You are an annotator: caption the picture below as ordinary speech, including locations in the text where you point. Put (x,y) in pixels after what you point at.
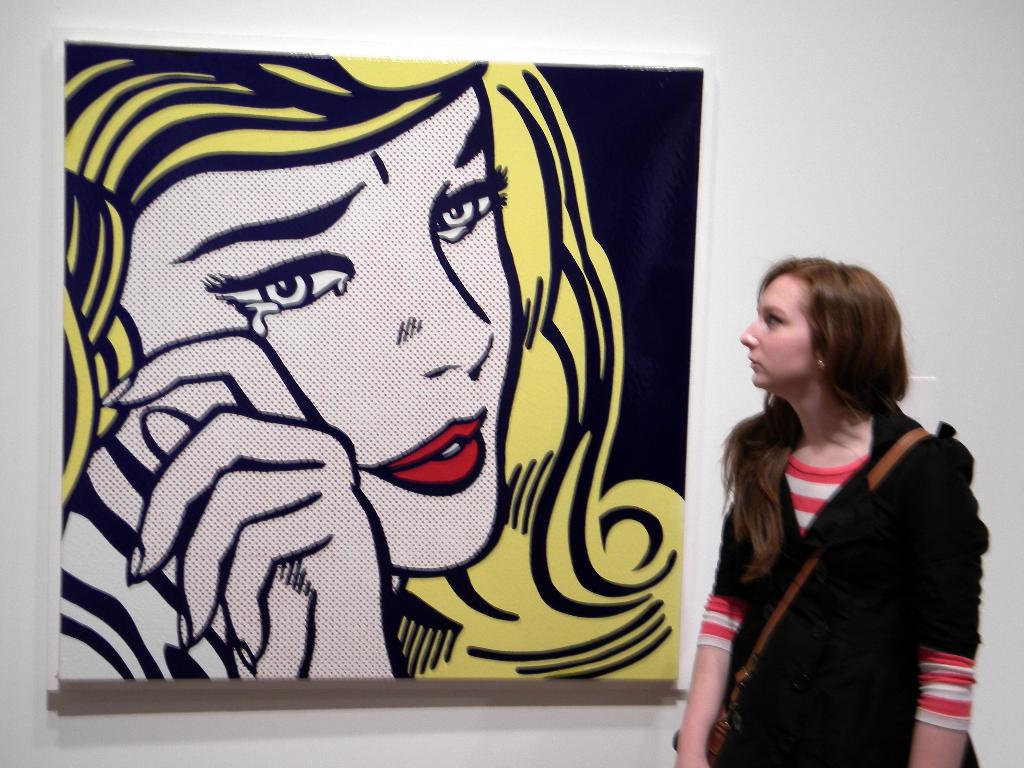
In this image we can see a woman (846,520) wearing a bag (805,574). In the back (791,48) there is a wall (518,42). On the wall (186,20) there is a painting (321,367) of a lady (358,517).
